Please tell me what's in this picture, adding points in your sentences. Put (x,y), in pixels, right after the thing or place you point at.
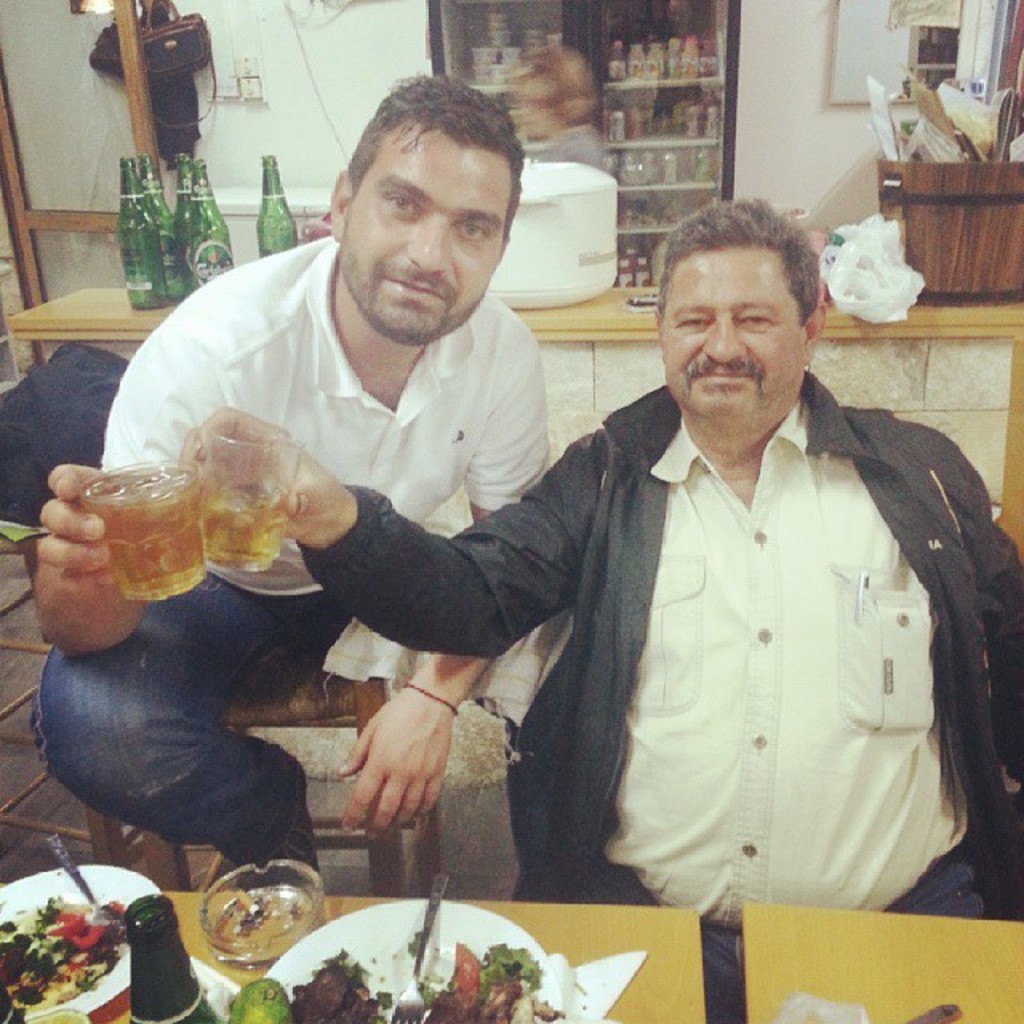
In this picture there are two men (539,410) who are holding a glass (190,546) in their hands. There is a plate (380,954), a fork (415,973) and an ashtray (283,902). There is a bottle (158,985) and food (79,934) in the plate (353,934). At background (192,239), there are few bottles (186,222). There is a refrigerator (652,93). There is a woman (585,139). There is a cover (856,282) and a box (943,233).
